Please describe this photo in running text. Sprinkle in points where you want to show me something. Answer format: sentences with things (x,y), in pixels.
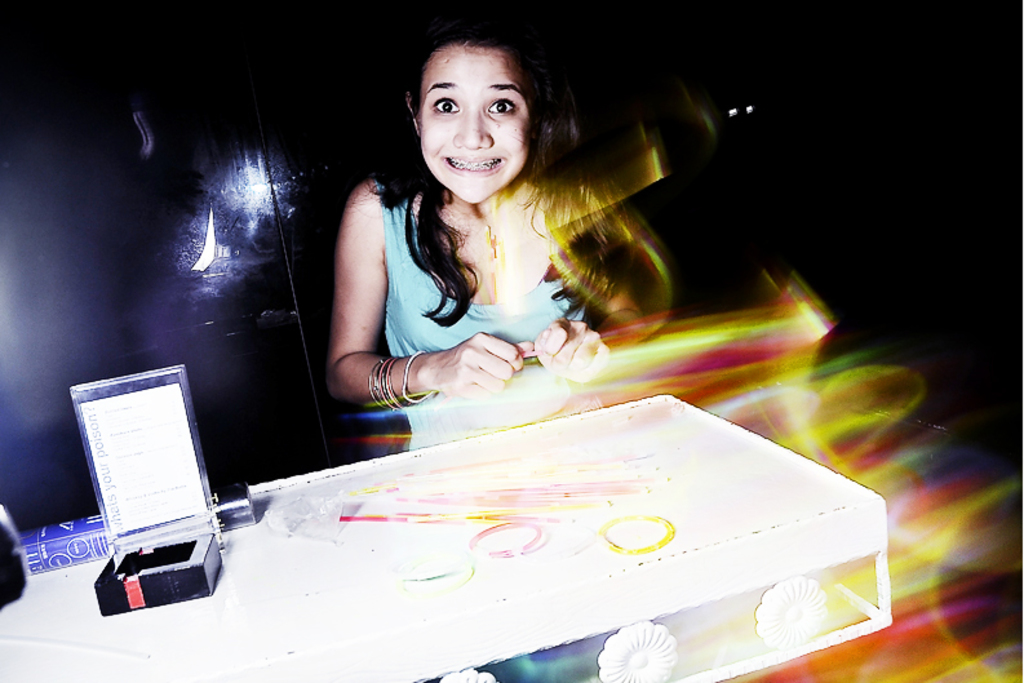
In the picture we can see a woman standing and holding something, she is with blue top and showing her teeth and in front of her we can see white color table (567,560) on it, we can see a small box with a card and some information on it and behind the woman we can see a wall (83,356) which is black in color.
